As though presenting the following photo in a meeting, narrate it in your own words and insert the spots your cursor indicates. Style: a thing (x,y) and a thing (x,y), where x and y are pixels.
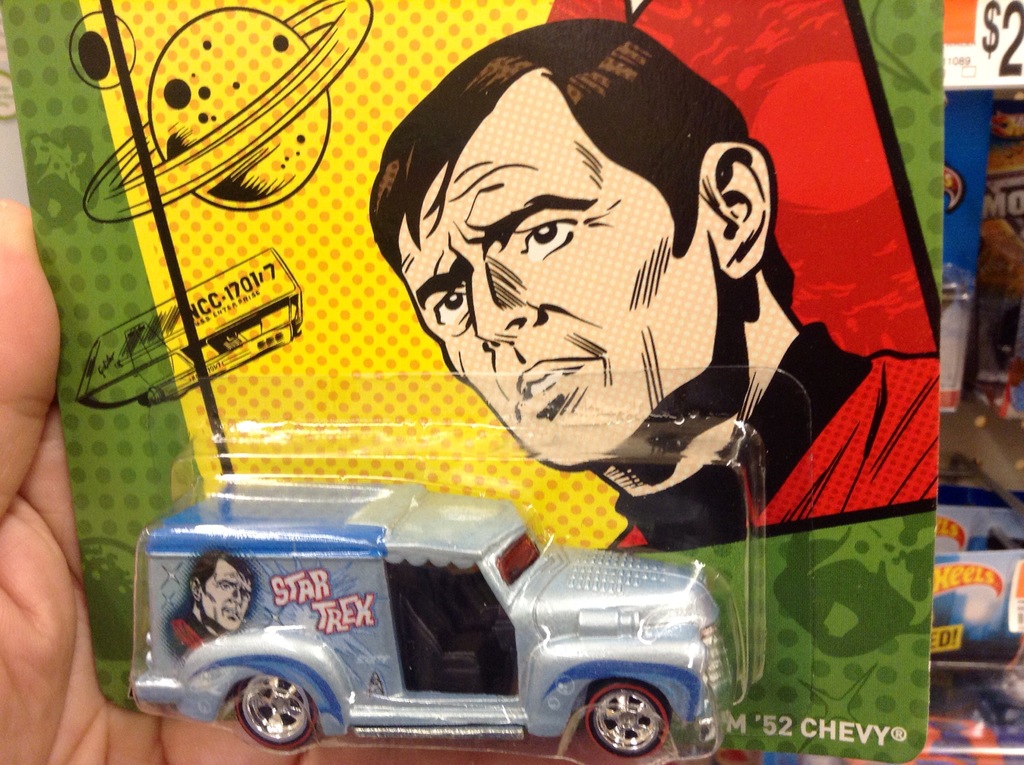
In this image I can see the person (74,573) holding the package (253,442) and there is a toy vehicle (390,599) in it. In the background (967,610) I can see few more boxes (967,610) and board (961,56).
